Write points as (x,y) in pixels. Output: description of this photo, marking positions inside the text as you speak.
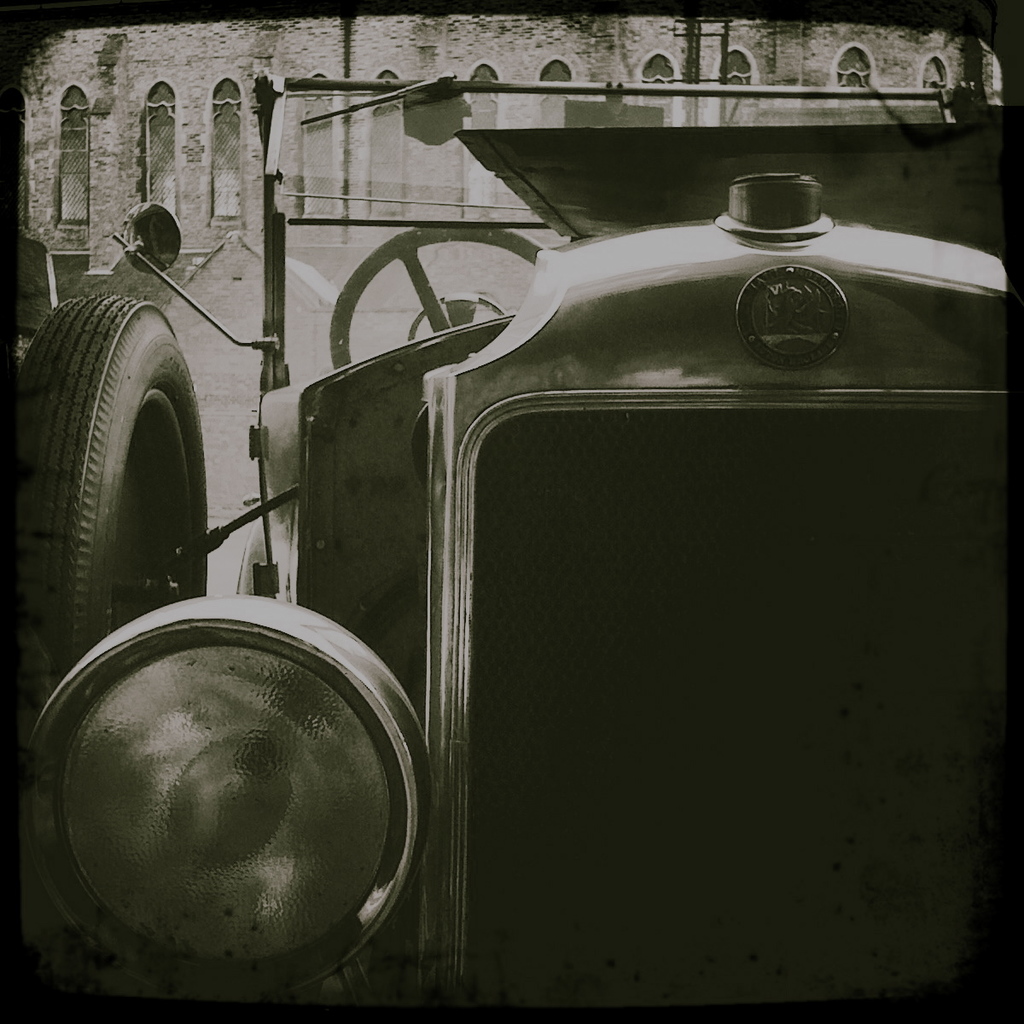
In the picture we can see a vintage car (629,820) which is a very old model, and on it we can see the lamp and outside we can see one tire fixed to it and in the background (144,146) we can see some historical building (339,184).
